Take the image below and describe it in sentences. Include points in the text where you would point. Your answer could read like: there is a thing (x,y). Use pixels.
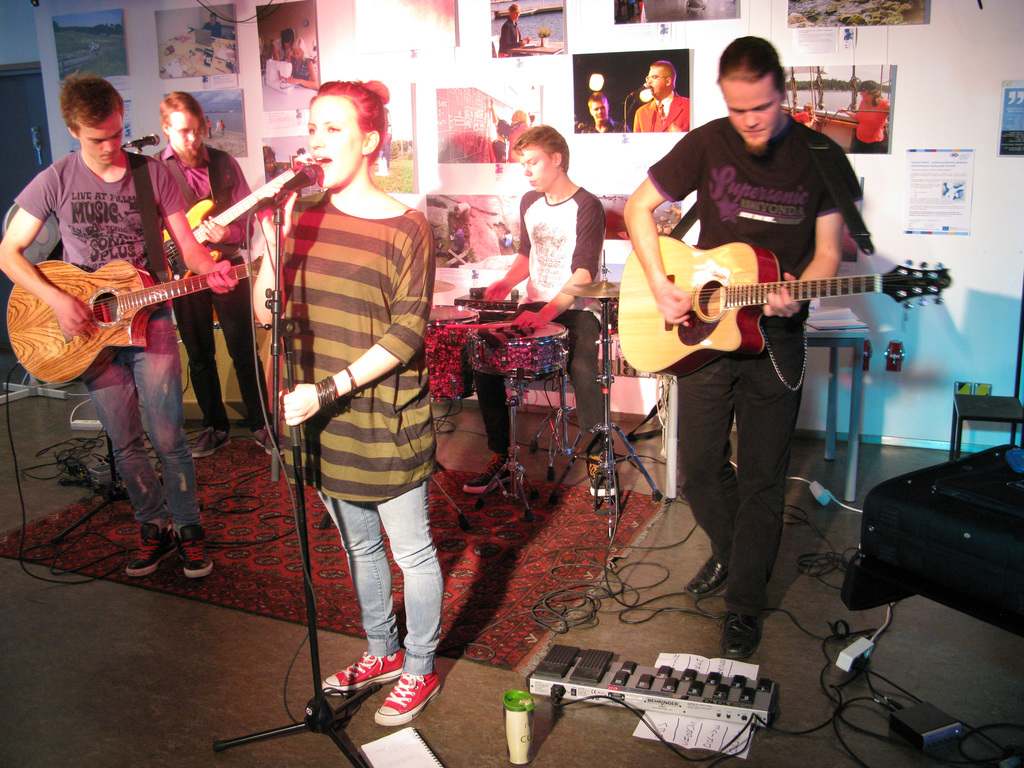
This picture is clicked inside the room. Woman (419,302) in the middle of the picture (341,259) is holding microphone (292,182) in her hands (295,410) and she is singing. On the left corner of the picture (190,145), we see two men (114,243) are holding guitar (134,340) in their hands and both of them are playing it. On the right of the picture (710,406), man (724,409) in black t-shirt (749,212) is holding guitar (649,307) in his hands (774,300) and playing it. Behind him, man (565,252) in white and black t-shirt (551,256) is playing drums (526,361). Behind these people (710,406), we see a white wall (544,75) on which many photo frames (657,76) are placed.
